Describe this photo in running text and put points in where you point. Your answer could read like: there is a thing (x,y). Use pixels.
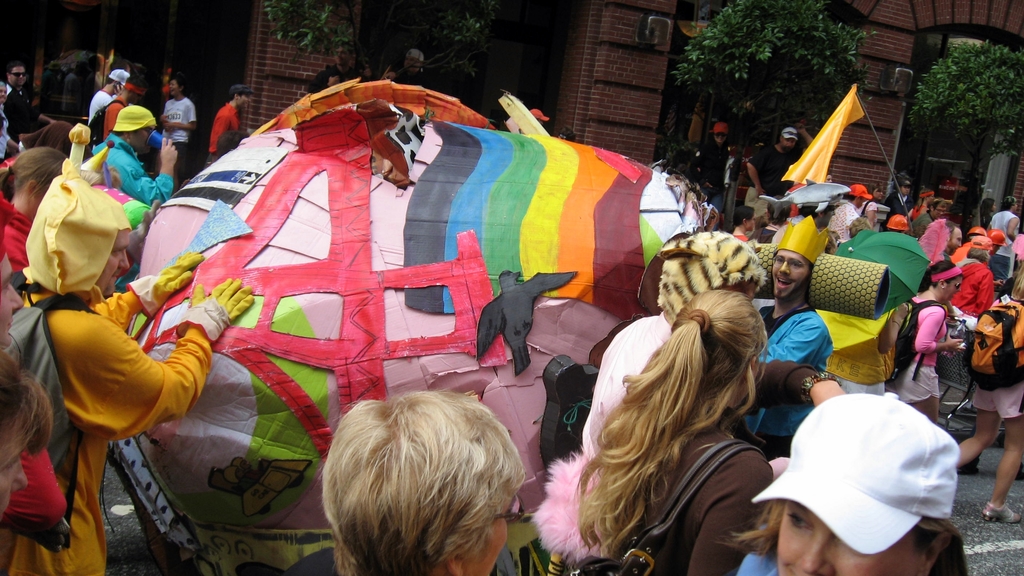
In the middle of the image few people (721,554) are standing and holding something in their hands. Behind them there are some trees (825,110) and buildings (856,10).
